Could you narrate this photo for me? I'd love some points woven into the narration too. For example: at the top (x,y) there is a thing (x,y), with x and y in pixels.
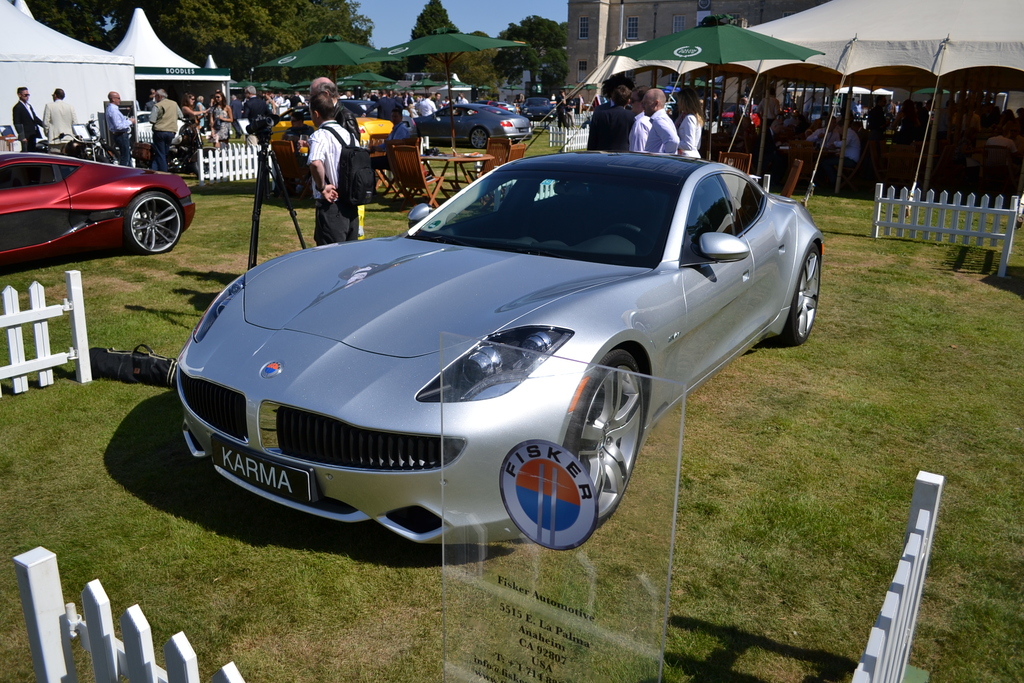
In this image we can see few cars (488,399) and people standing on the ground (889,540), there are fences (254,167), table (451,157) with chair (499,157), there are tents (877,44), a camera stand (262,144), a bag (150,372) on the ground (169,300) and in the background (234,32) there are trees (529,26), a building (647,30) and sky (507,9).
